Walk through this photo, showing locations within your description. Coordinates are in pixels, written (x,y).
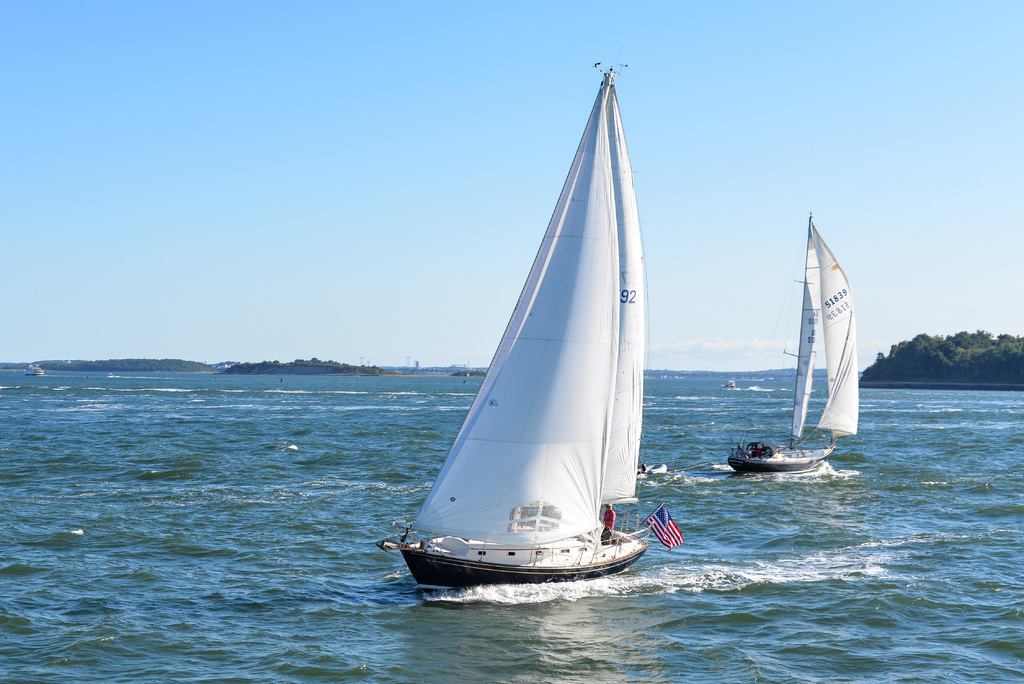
In this picture there are two ships (824,429). At the bottom (604,513) there is a man (608,529) who is standing near to the railing (616,530) and flag (674,523). In the background (665,441) I can see the ocean (732,414). On the right (1013,379) I can see many trees (938,338) on the land (951,385). At the top (511,112) I can see the sky (515,103).
